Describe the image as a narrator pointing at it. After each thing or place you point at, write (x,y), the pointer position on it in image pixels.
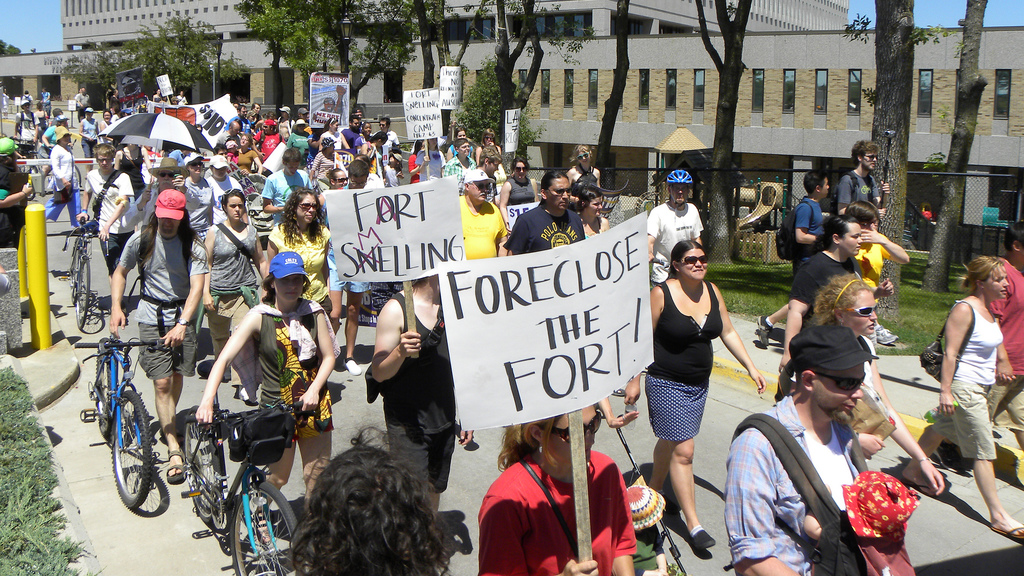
In this image we can see few buildings (256,60). There is a sky (30,15) at the left side of the image (18,10). There are many people (862,351) walking on the road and holding some objects (542,310) in their hands (100,236). There are few vehicles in the image. There are many trees (724,153) and plants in the image. There is a grassy land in the image.
